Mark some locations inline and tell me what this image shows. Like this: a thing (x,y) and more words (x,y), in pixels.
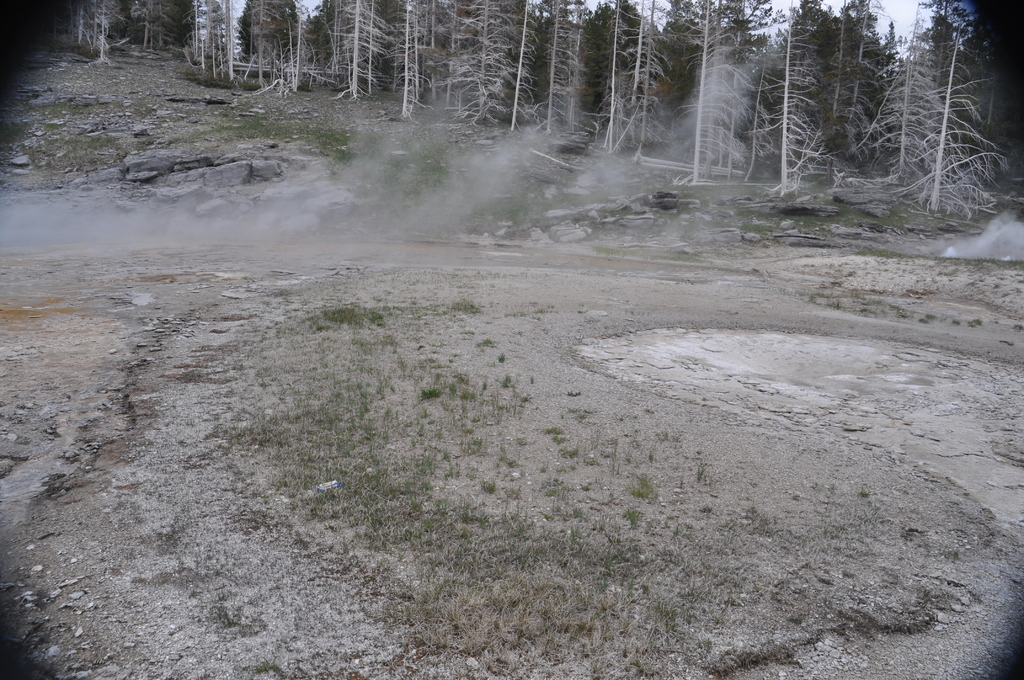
This picture is clicked outside. In the foreground (616,534) we can see some portion of green grass (358,311) and we can see the ground (409,301) and some smoke (486,192). In the background (926,203) we can see the sky (902,1), trees (526,86), rocks (152,188) and some other objects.
